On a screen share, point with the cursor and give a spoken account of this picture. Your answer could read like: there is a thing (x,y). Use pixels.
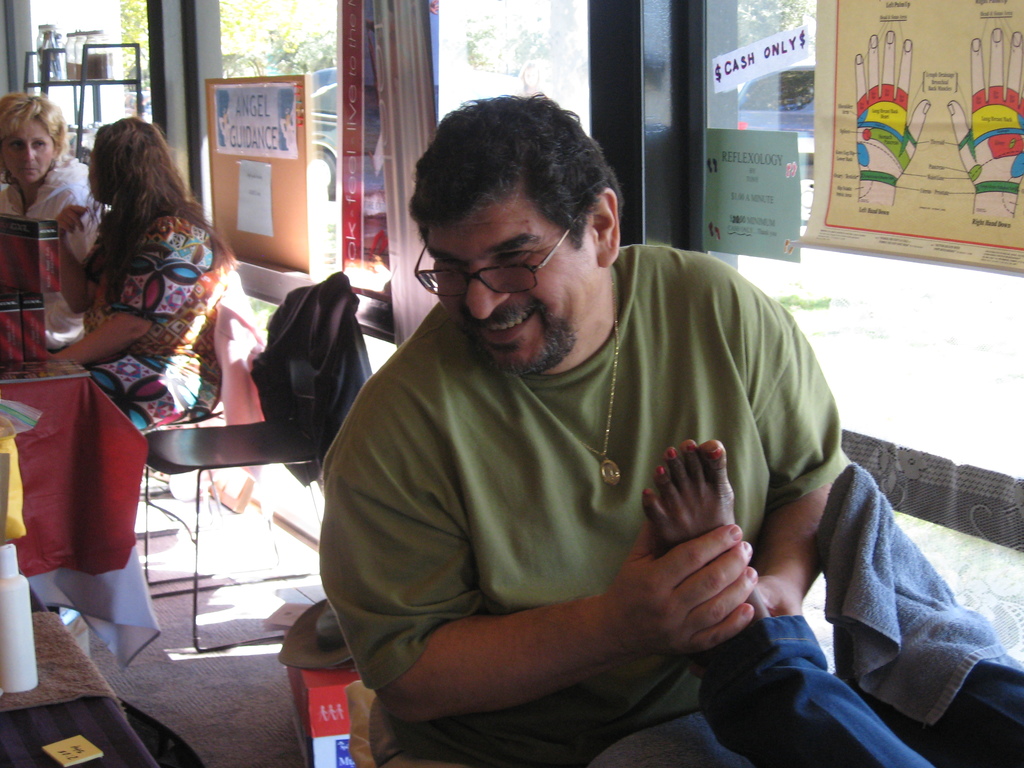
In this image we can see persons (385,426), chairs (246,430), drawings (846,184), boards (301,233), vehicle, road (769,267), jars (99,60), table (40,484), windows (481,85) and trees (302,30).
